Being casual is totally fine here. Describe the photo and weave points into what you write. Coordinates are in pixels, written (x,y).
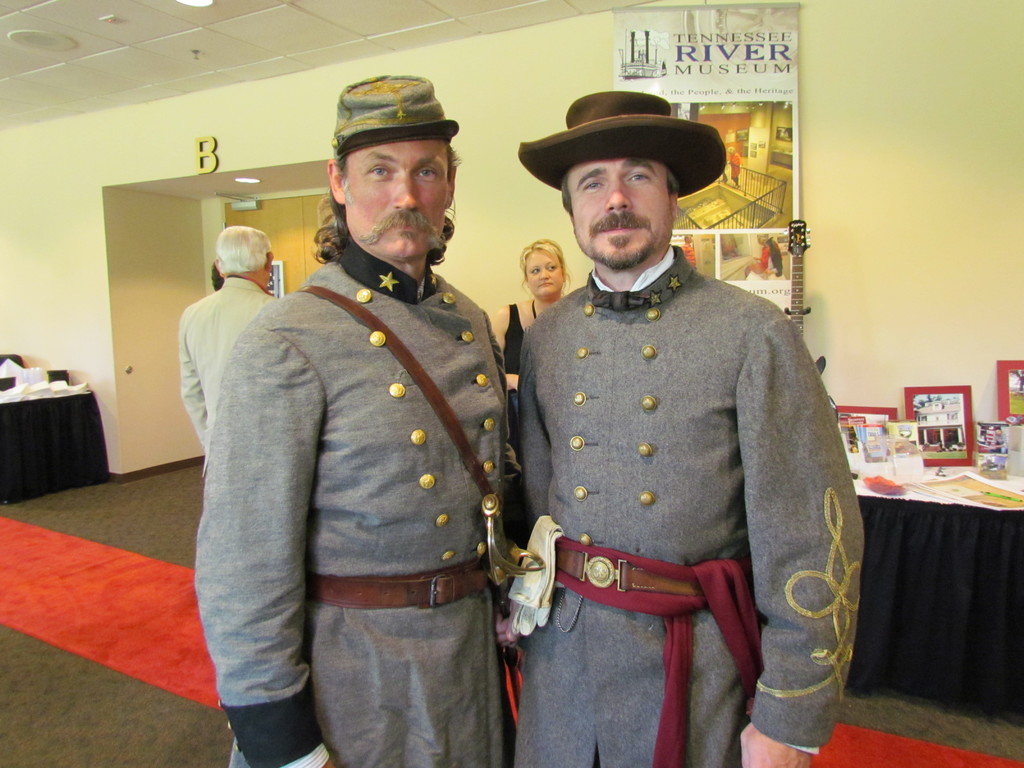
In this picture I can see there are two persons (537,397) standing here and in the backdrop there are two more persons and there is table (957,517) on to right (947,513).
